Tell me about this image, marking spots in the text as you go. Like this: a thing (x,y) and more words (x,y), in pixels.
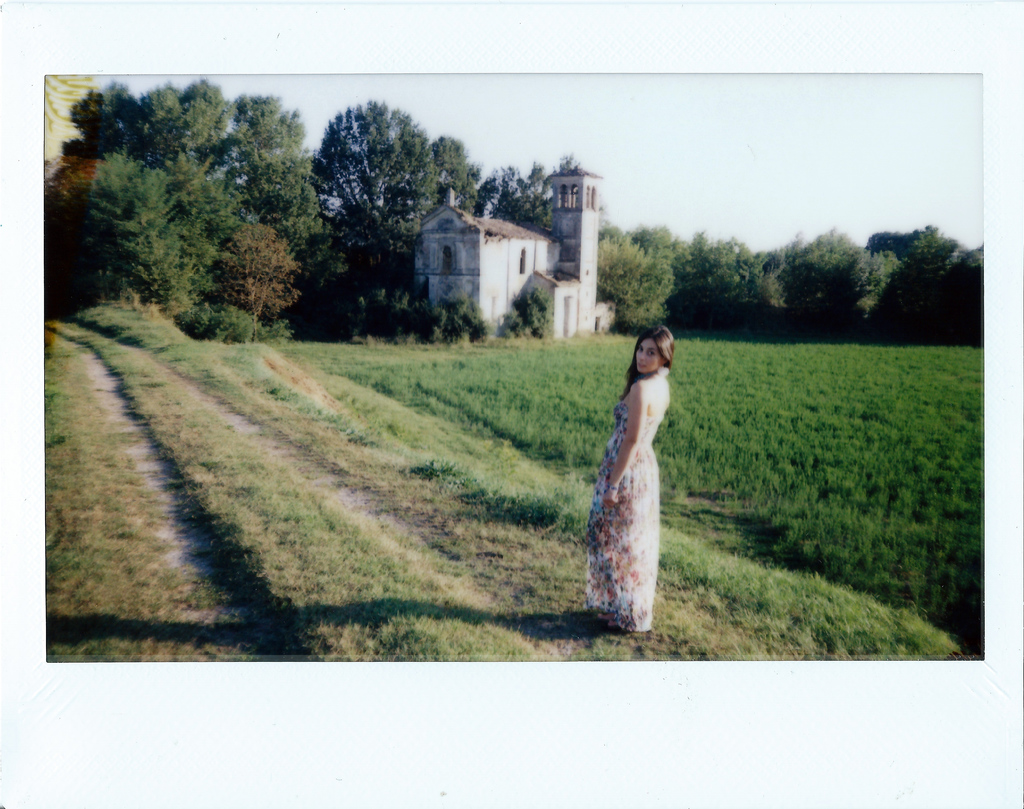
In the center of the image (651,494) we can see a person (599,545) is standing and she is in a different costume (604,482). In the background (630,215), we can see the sky (885,218), trees (615,300), one building (562,290) and grass (873,399).
